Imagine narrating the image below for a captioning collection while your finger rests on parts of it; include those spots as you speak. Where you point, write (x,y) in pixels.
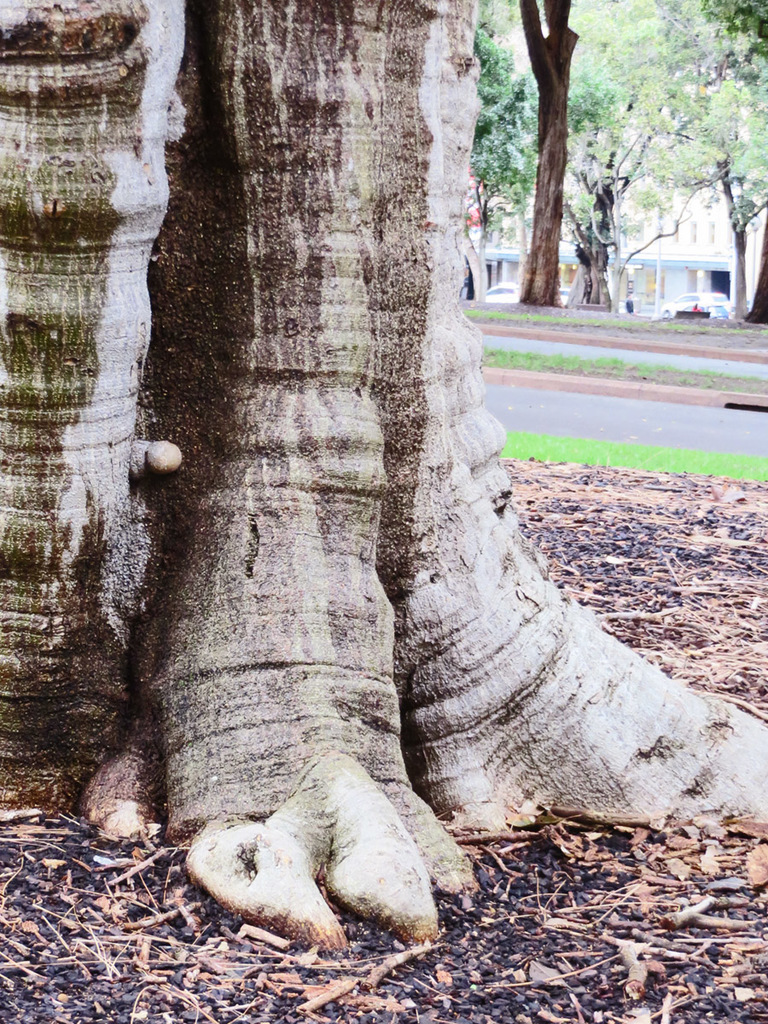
In this image we can see trees (392,503) and there is a road (693,368). We can see cars (717,310) on the road (502,386). At the bottom (161,938) there is grass (692,381) and we can see twigs (45,912).
